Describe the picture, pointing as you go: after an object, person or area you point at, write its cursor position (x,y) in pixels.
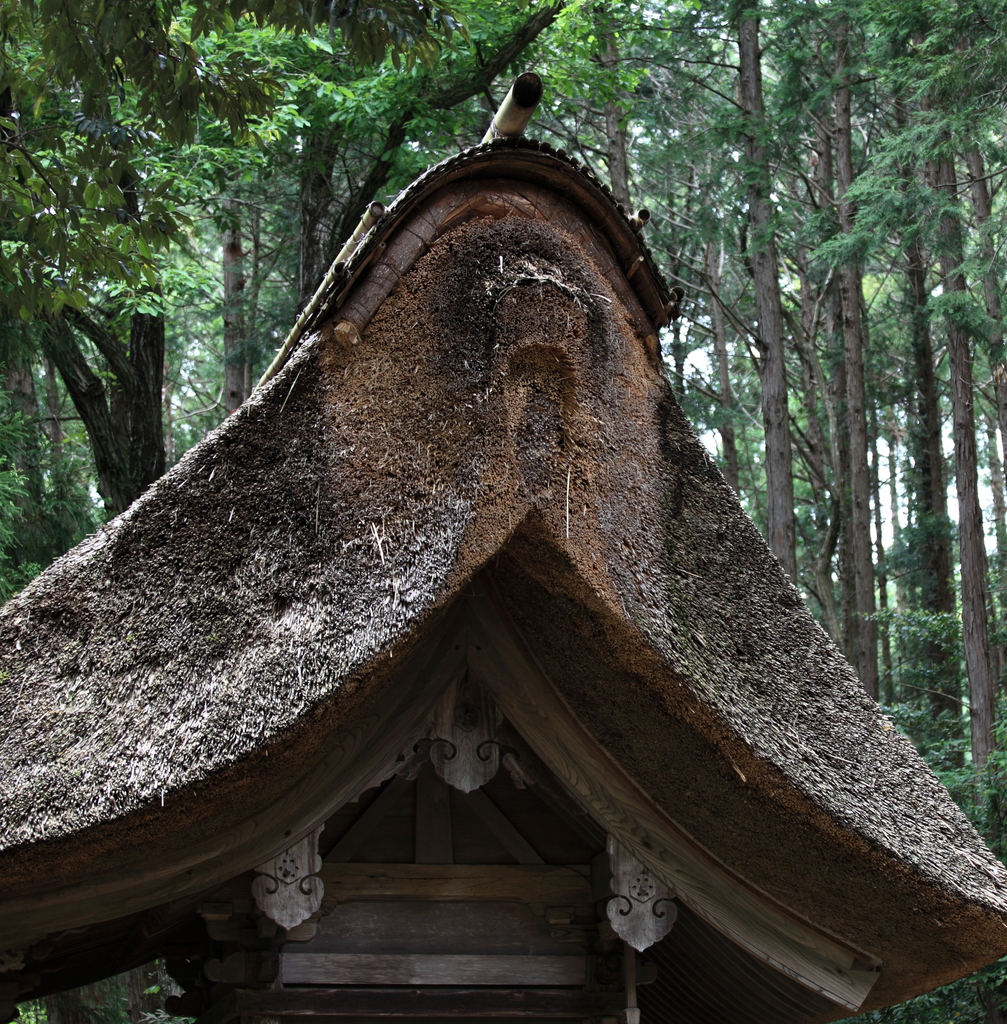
This is the picture of a place where we have a roof (444,620) and behind there are some plants (59,257) and trees (71,244).
